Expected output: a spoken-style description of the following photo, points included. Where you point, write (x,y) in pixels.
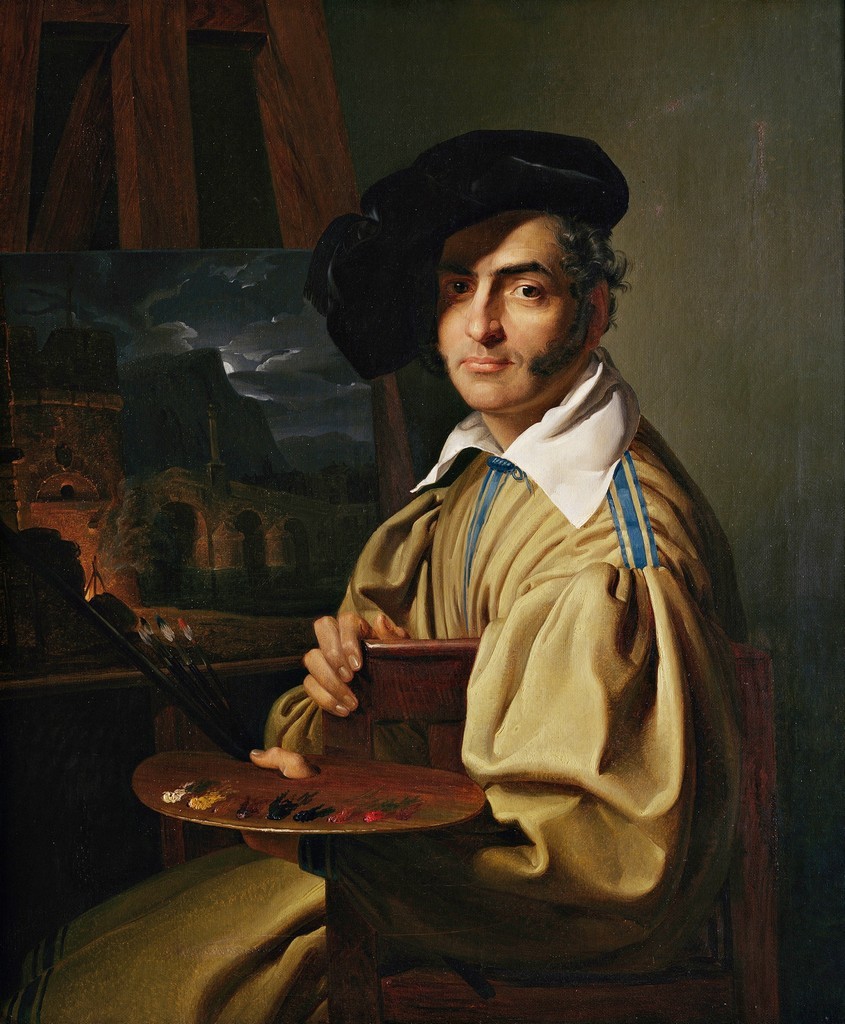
In this image we can see the picture of a painting (500,780) and we can see a person (456,584) sitting on a chair (400,997) holding a color palette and paint brushes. In the background (212,367), we can see a drawing board (401,469) with a painting (147,388).
